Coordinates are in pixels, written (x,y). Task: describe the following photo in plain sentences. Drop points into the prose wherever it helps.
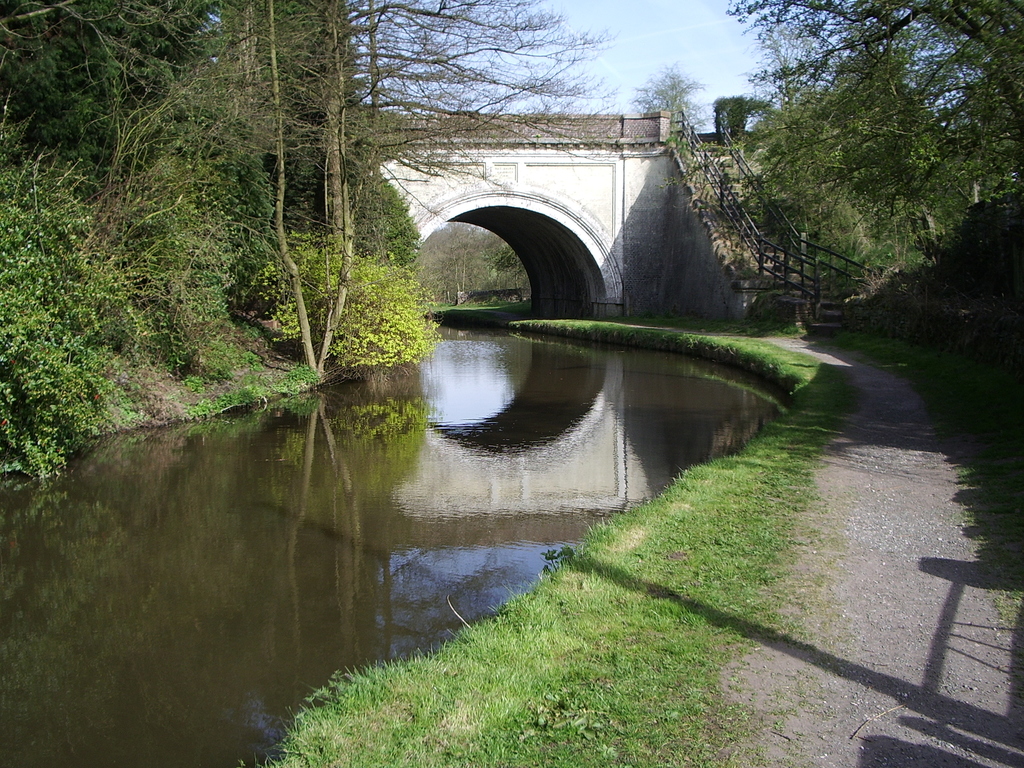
In this picture we can see water (429,453), beside to the water (457,453) we can find few trees (821,192), and also we can see a bridge (497,188) over the water (498,361).
